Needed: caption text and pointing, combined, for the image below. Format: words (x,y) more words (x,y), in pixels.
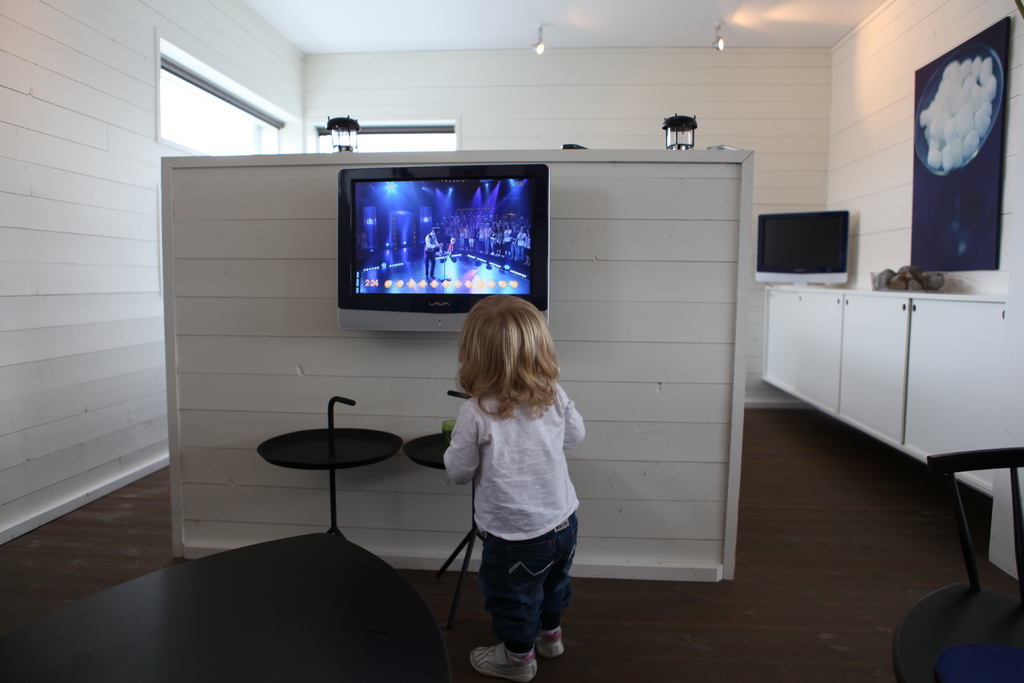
In the image we can see there is a girl (520,503) standing on the floor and there is a tv (412,258) on the wall (360,534). The wall (432,374) is in white colour. There are tables (361,448) near the wall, behind there is a monitor (811,244) kept on the table (783,298) and there is a photo frame (987,140) on the wall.
